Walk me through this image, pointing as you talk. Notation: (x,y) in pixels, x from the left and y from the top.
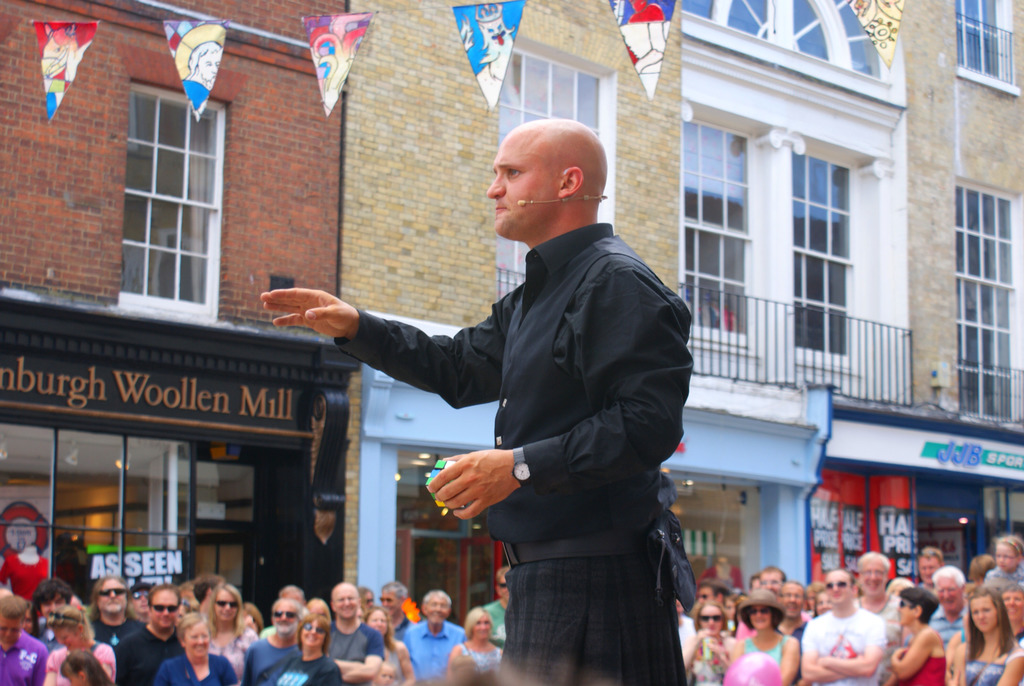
In the center of the image (591,274) we can see a man (540,307) standing and holding a Rubik's cube (446,508) in his hand (462,487). At the bottom (827,631) there is crowd (724,624). In the background (614,187) there are buildings (481,142). At the top (42,45) we can see flags (864,8).
